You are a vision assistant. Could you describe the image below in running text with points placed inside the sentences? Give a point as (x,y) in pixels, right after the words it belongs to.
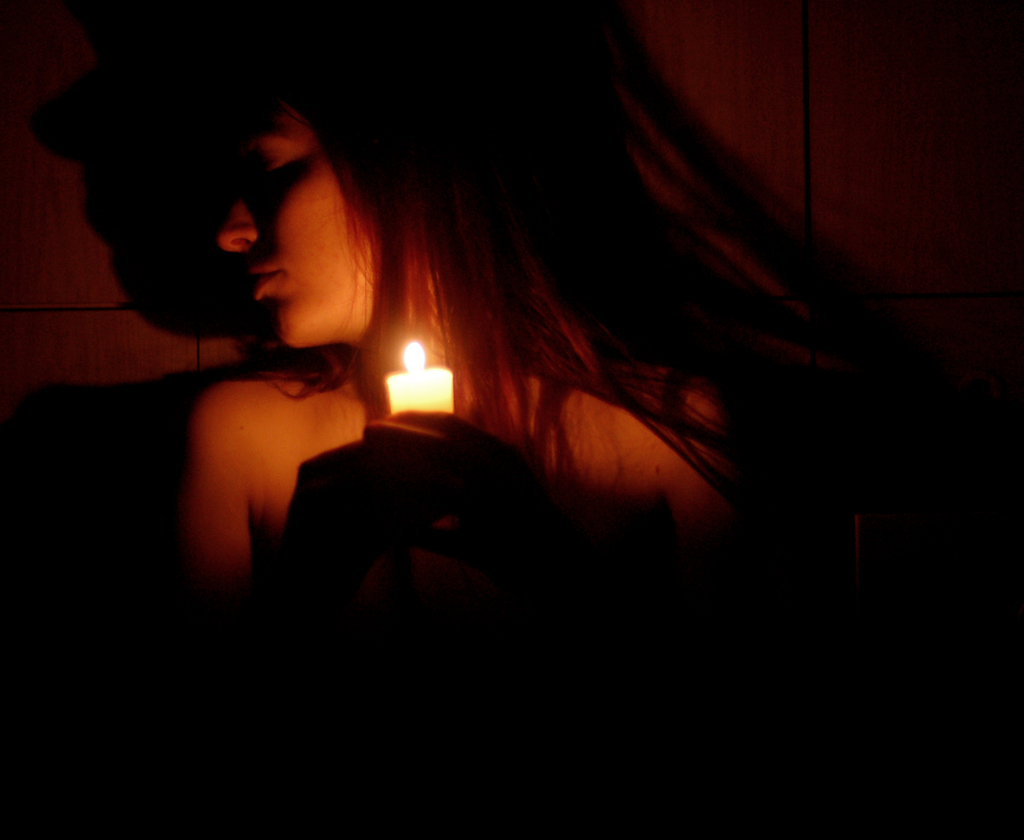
In this image I see a woman (378,47) who is holding a candle (413,372) and I see the brown color wall (139,320) in the background (758,239) and I see that it is dark over here.
